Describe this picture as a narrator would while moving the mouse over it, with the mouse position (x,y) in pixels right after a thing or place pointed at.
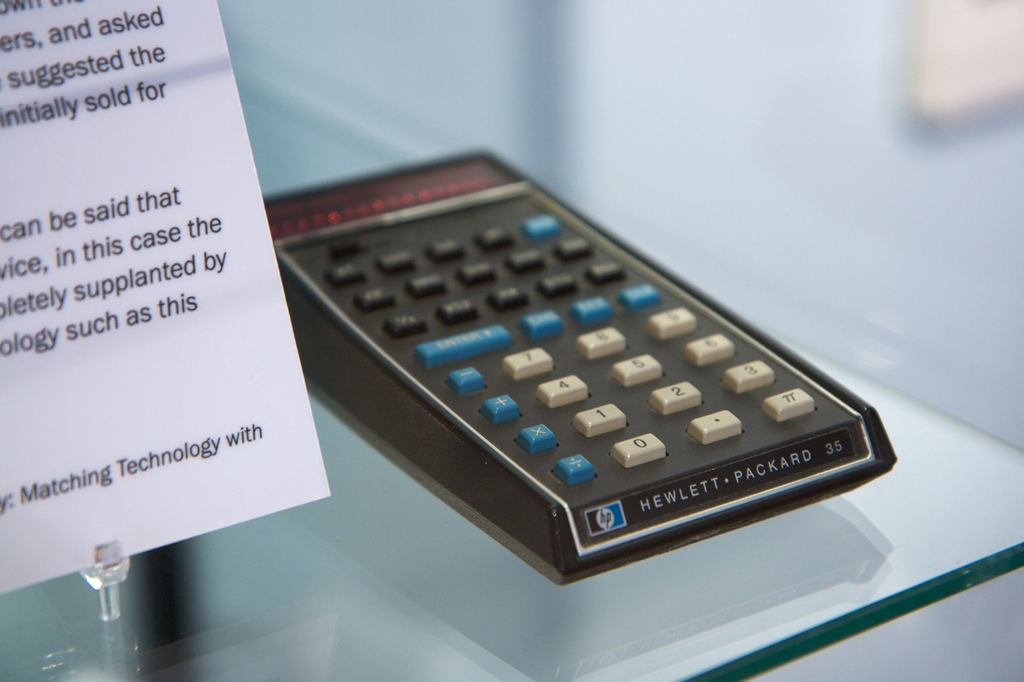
In this picture, there is a device (634,357) placed on the glass table (857,609). On the device (656,507), there are some buttons (704,437) and text (765,467). Towards the left (72,253), there is a paper (200,289) with some text (57,291).
